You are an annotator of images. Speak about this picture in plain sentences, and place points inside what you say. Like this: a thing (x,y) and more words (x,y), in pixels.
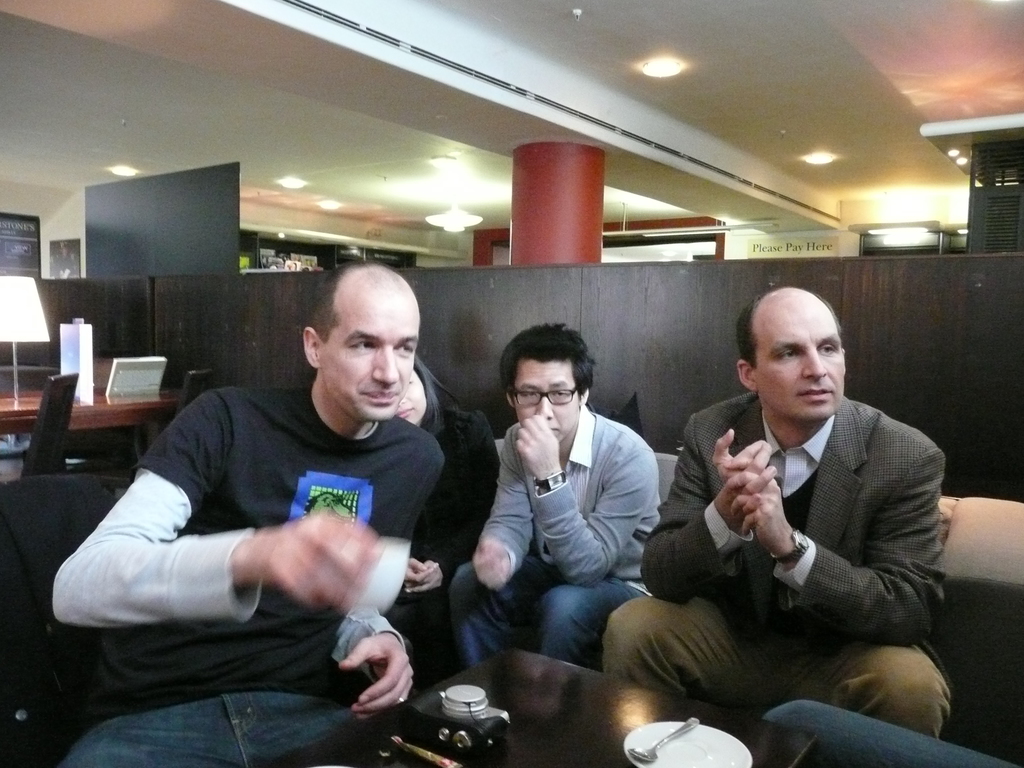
This 4 persons (290,476) are sitting on a couch (10,649). In-front of this 4 persons (217,545) there is a table (622,693). On a table (537,714) there is a camera (477,731), plate (671,745) and spoon (655,746). This person (379,649) is holding a cup (391,581). On this table (137,411) there is a lantern lamp (24,300). On wall (217,232) there are different type of posters (72,257). Light (664,73) is attached to a roof top (673,82). This is a red pillar (568,200).
